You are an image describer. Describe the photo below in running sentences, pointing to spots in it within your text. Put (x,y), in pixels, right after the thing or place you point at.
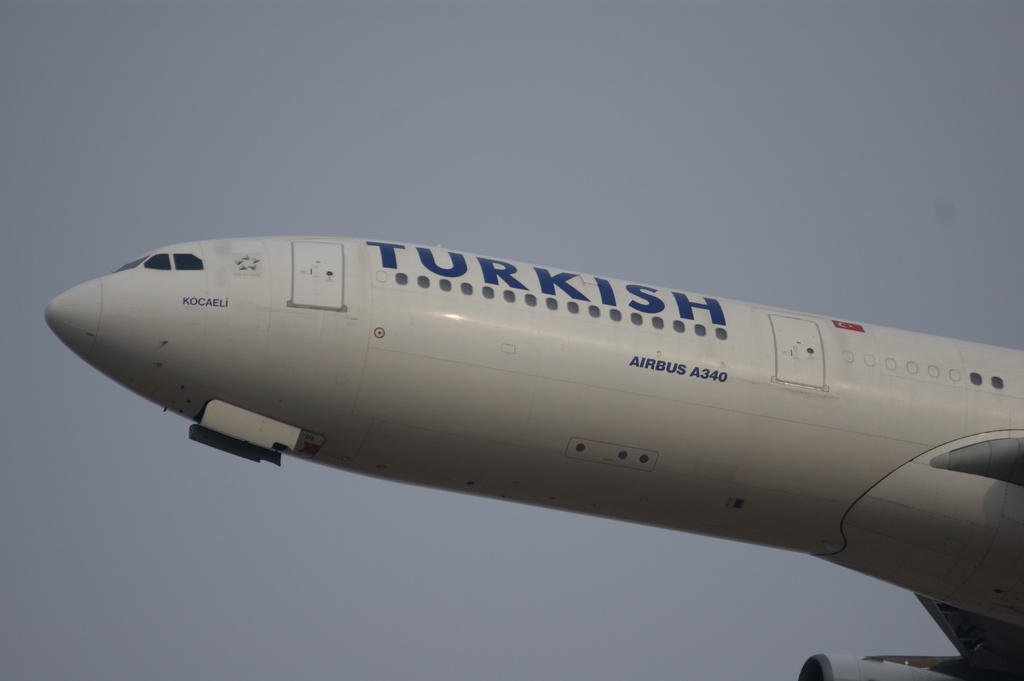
This is an airplane (447,441) flying in the sky (228,541). I think this airplane (443,331) belongs to Turkish airlines. These are the doors (313,279), windows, cockpit (187,271) and turbine engine (846,677) are attached to the airplane (848,470). This is the sky (647,160).
